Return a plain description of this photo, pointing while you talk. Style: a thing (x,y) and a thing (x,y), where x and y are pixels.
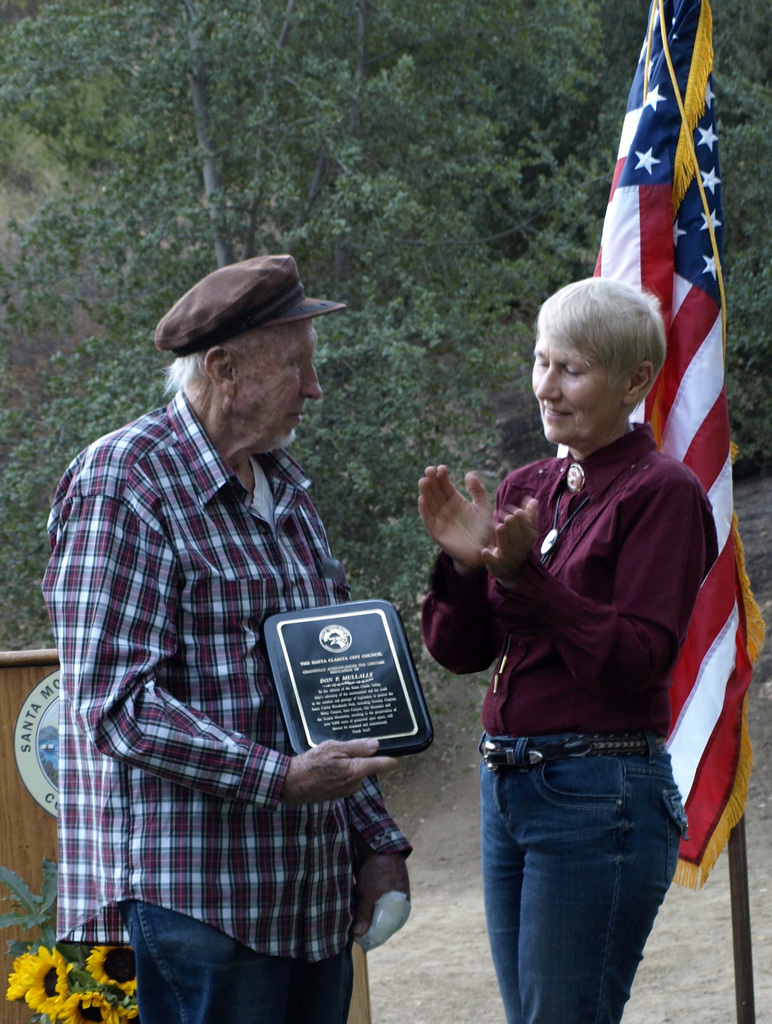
In this image I can see a man (187,683) and a woman (496,560) standing in front (569,475) and I see that the man (130,554) is holding a black color thing (284,689) on which there is something written. Behind the woman (605,548) I can see a pole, on which there is a flag (666,231). In the background (725,179) I can see the trees (745,59), few sunflowers (50,904) and a brown color thing (39,671) on which there are few words (26,725) written.
